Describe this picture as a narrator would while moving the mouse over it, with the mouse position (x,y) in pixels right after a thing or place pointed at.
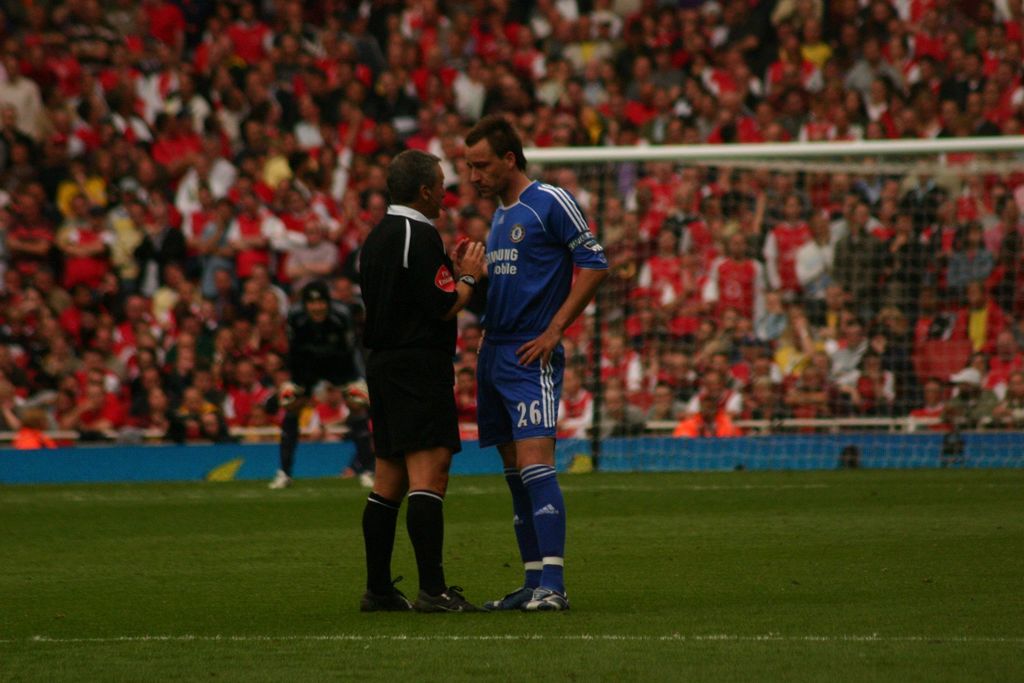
In this image we can see three persons (558,244) standing on the grass (971,506) and behind them, we can also see some audience (53,143) sitting and watching the game.
